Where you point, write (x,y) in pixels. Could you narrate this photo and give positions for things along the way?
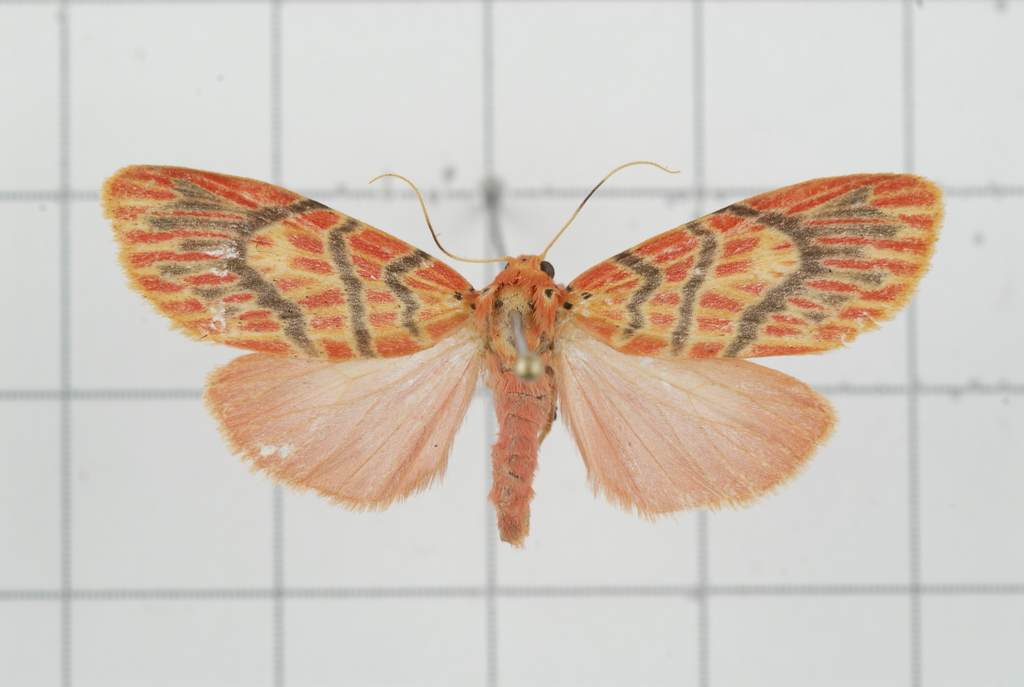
In this picture there is a butterfly (607,426) in the center of the image (570,296).
